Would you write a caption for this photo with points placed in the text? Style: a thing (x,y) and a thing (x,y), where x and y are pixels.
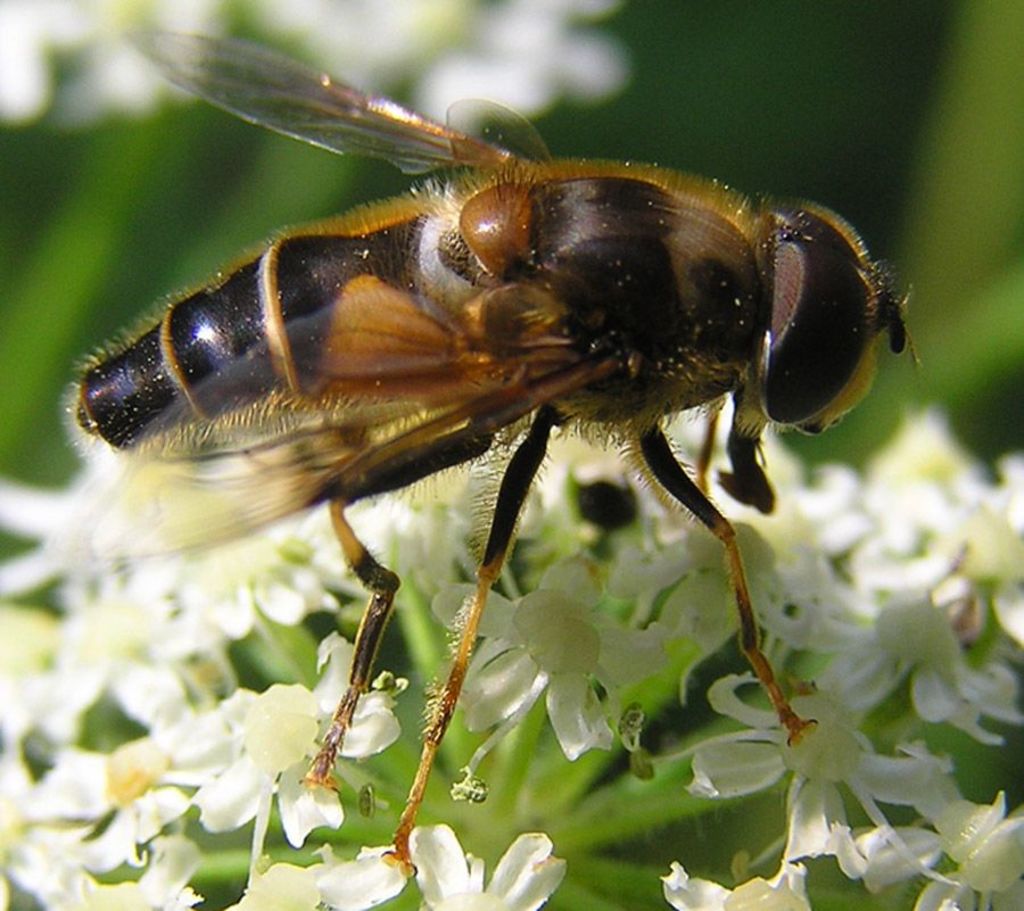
In this picture I can see an insect (463,343) on the flowers (1006,576), and there is blur background (821,91).
